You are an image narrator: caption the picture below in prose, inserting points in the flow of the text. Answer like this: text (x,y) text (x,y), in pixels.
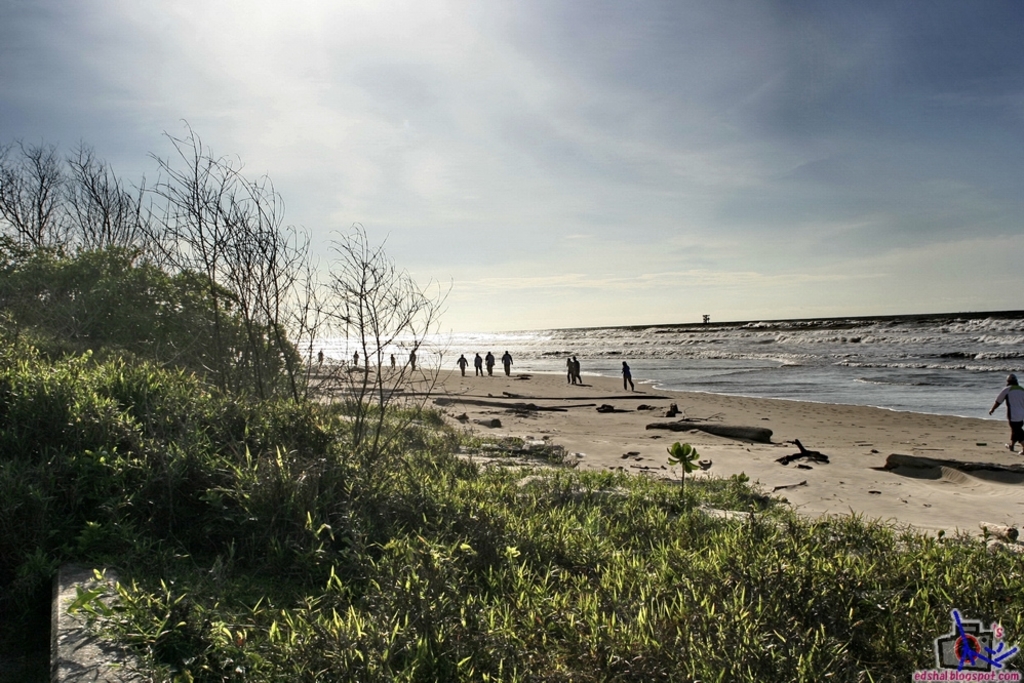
In this image I can see few trees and grass (509,486) in the front (817,509). In the background (500,391) I can see number of people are standing on the ground (614,453). I can also see water (760,325), clouds (796,121) and the sky (663,211) in the background (663,211). On the bottom right side of this image (1002,678) I can see a watermark (1011,663).
